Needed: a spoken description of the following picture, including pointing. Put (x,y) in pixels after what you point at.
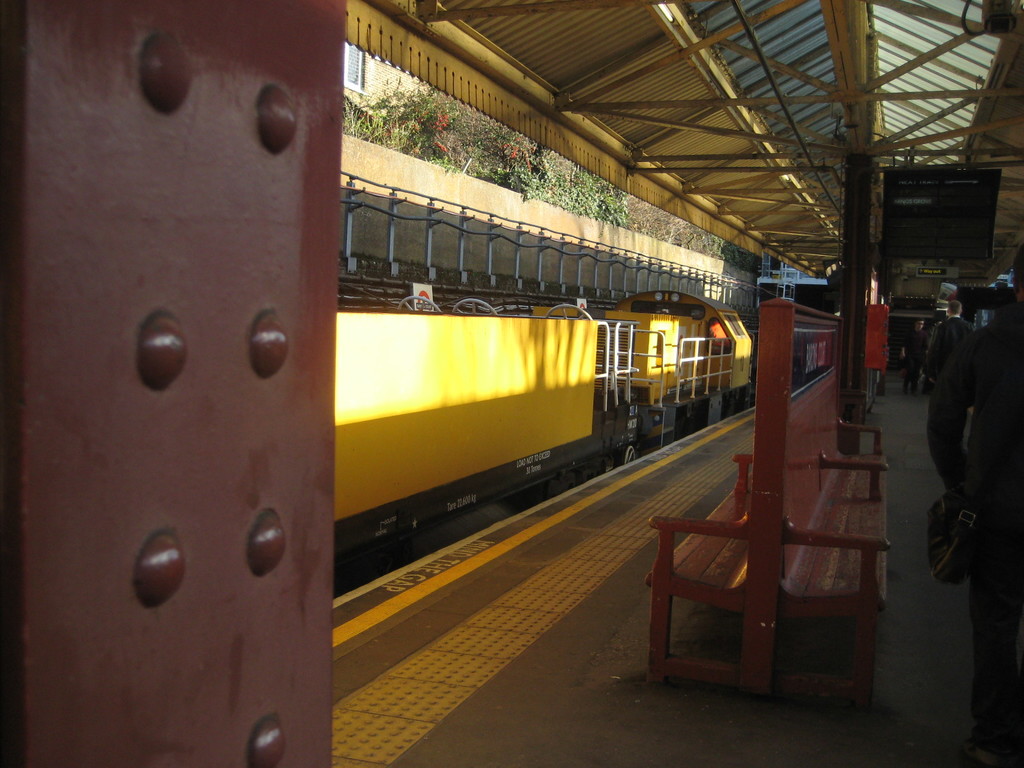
In the foreground (769,369) I can see a train (625,366) on the track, benches (792,437) and group of people (986,638) on the platform (928,577). At the top (792,188) I can see a rooftop (692,112), trees (496,148) and a building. This image is taken may be during a day.
